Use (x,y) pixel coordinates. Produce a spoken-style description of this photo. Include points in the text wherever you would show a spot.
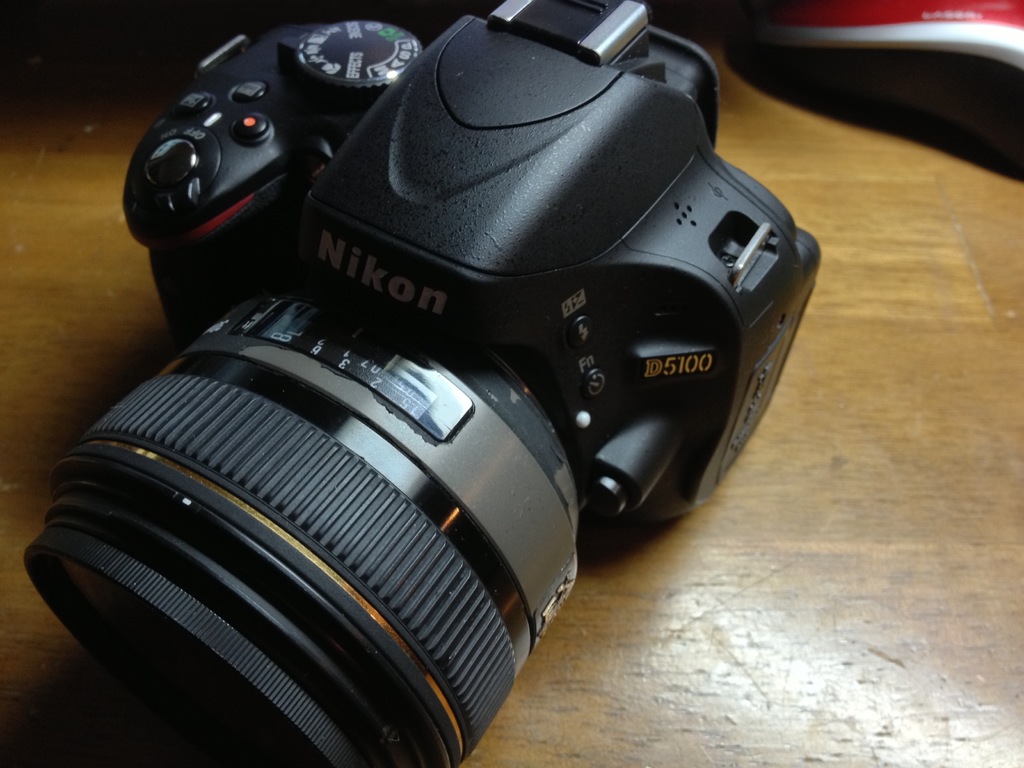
In this image in the front (513,428) there is a camera (555,423) which is black in colour which is on the brown colour surface (775,510) and there is some text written on the camera (494,286) and at the top right of the image (891,38) there is an object (938,61) which is red and black in colour.
